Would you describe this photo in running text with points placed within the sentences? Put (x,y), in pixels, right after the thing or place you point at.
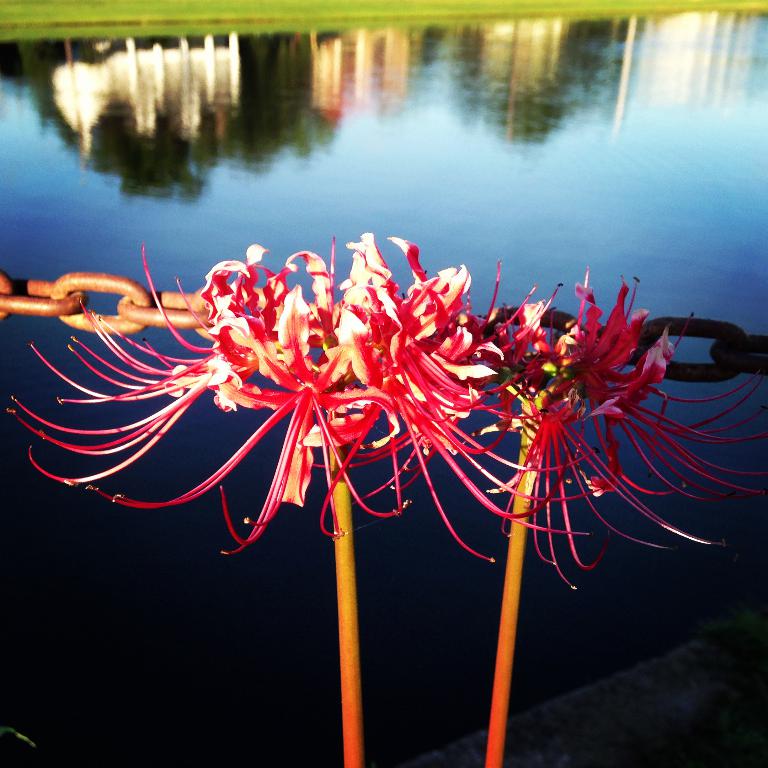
In this image I can see flowering plants (336,488), metal chain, water (515,230) and grass (350,10). This image is taken may be near the lake (457,183).
